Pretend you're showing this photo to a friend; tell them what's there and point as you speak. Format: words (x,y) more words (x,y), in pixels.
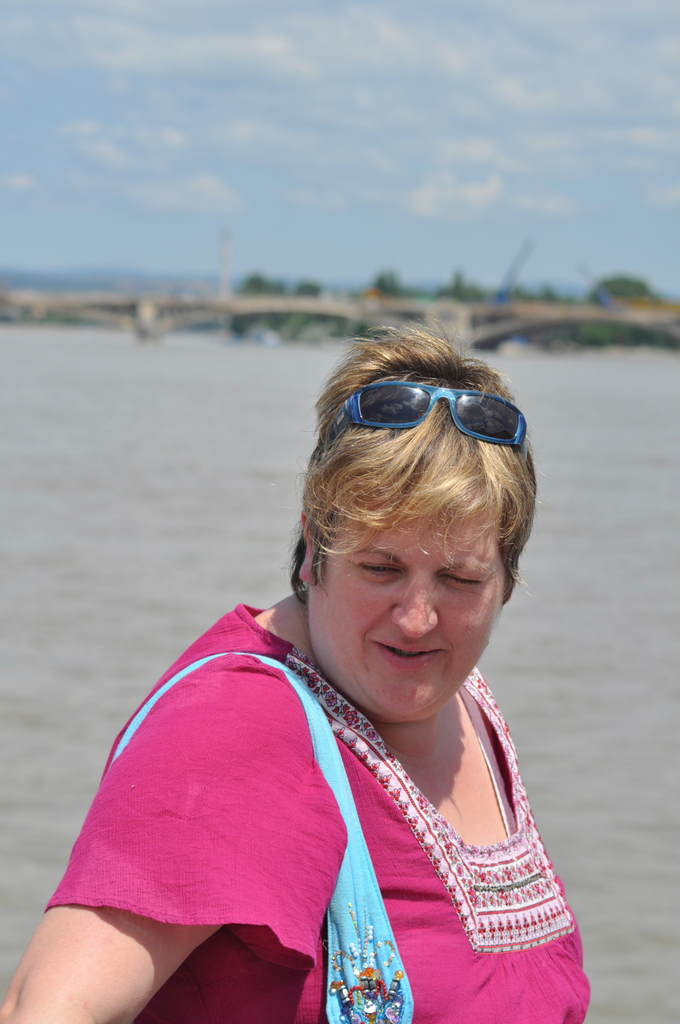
In this image there is a person (267,958) with spectacles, and in the background (83,433) there is water (116,409), trees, sky (17,219).
